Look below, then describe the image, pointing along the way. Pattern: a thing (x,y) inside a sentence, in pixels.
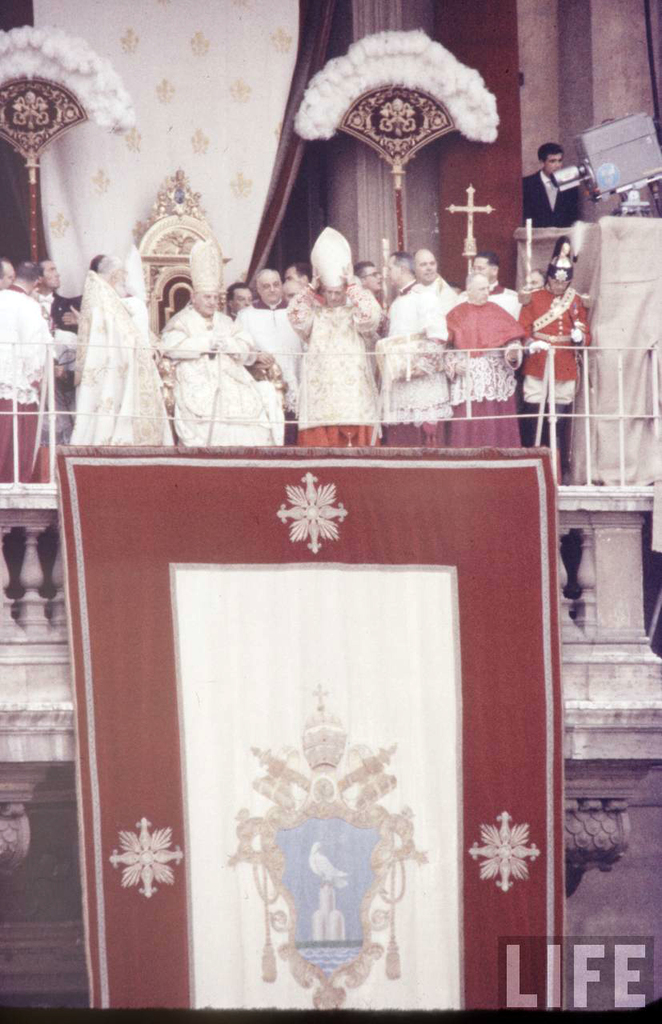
In this image in the center (377,408) there are a group of people (318,341) some of them are standing, and one person (238,325) is sitting. And at the bottom (130,768) there is one carpet (457,699), and in the background (472,156) there are some clothes (562,232), wall (601,101), cross (469,241) and some objects (400,148) and in the center (281,354) there is a railing (46,589).
